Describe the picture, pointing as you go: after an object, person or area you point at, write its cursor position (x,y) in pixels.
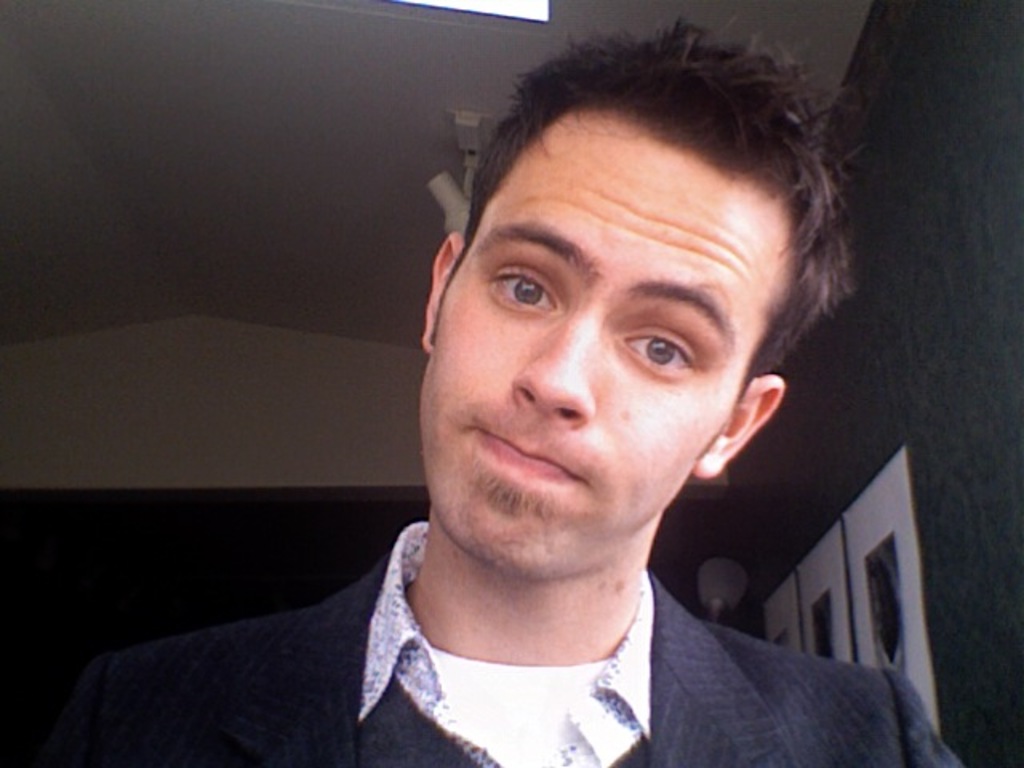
In this picture we can see a man (568,764) wore a blazer (269,753) and at the back of him we can see frames (912,533) on the wall (991,501) and some objects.
